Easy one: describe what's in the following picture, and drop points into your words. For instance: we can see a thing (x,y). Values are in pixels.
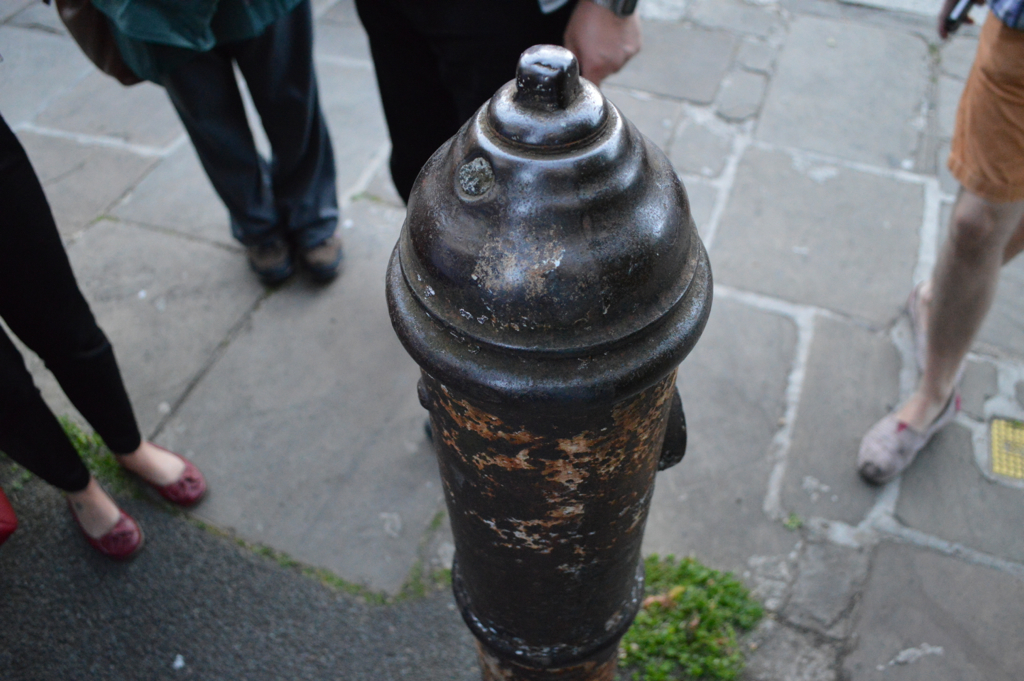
As we can see in the image there is a water pipe (541,351) and few people (250,48) standing in the front (12,162).
